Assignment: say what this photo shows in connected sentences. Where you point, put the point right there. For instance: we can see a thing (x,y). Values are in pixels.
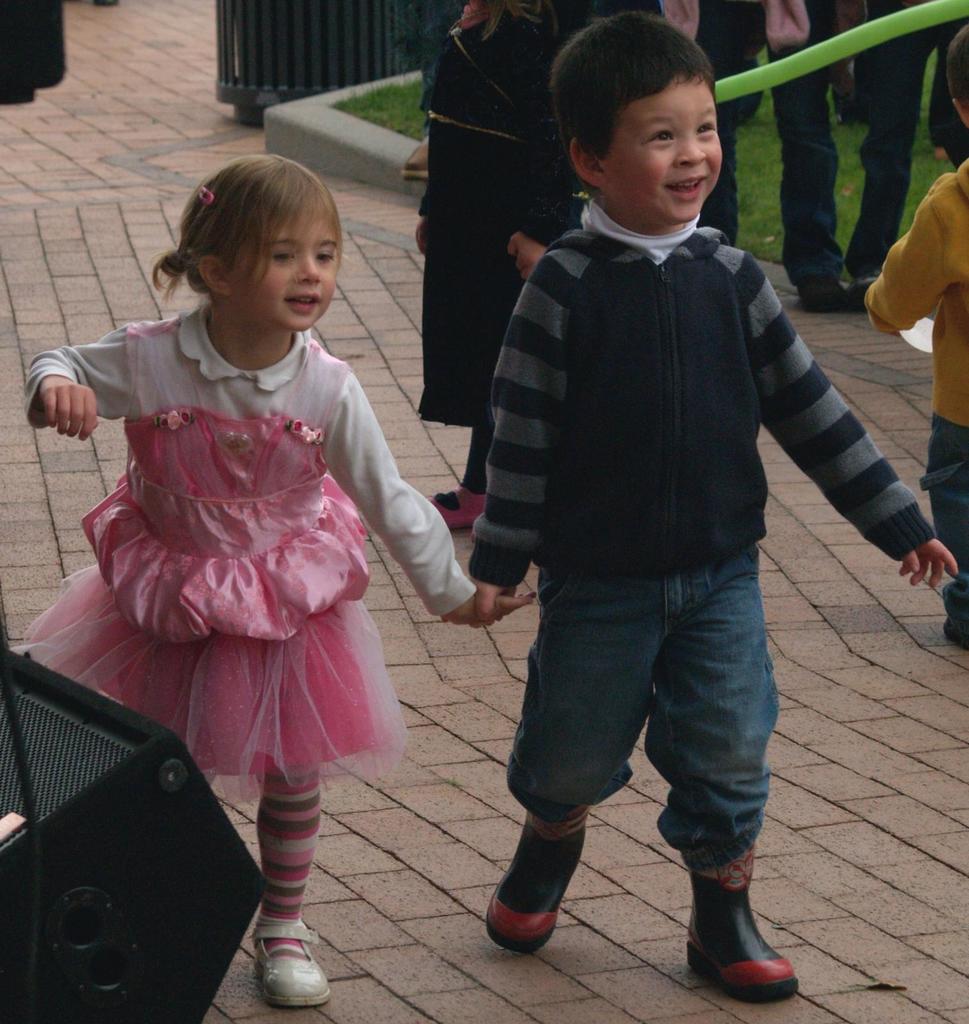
In this picture there are two kids (370,661) walking and smiling and there are group of people (542,81). At the back (336,2) there is a dustbin (364,3). At the bottom left (69,764) there is a speaker (14,961). At the bottom (473,855) there is a pavement (487,724) and there is grass (832,100).
